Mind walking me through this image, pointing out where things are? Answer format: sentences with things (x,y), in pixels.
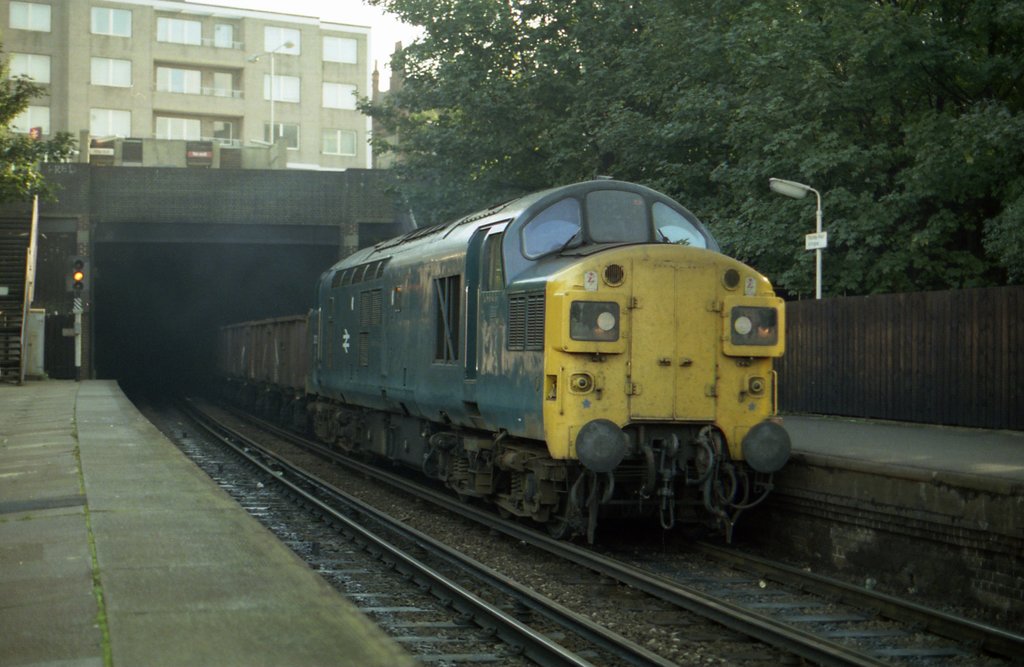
In this picture we can see a train (344,309) on a railway track (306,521). There is a street light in the left side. We can see a traffic signal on the path (39,501). There are a few trees (420,109), street lights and buildings (312,37) in the background (456,11).
